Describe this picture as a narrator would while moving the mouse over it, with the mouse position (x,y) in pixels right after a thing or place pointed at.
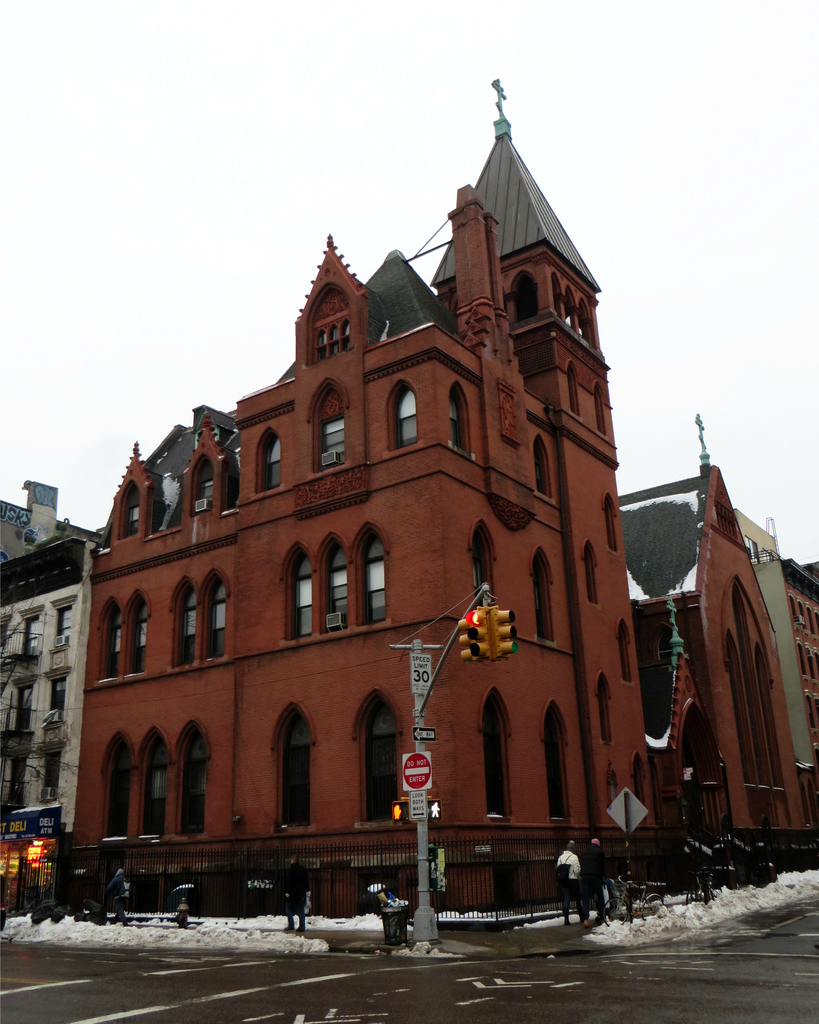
In this image, we can see buildings (486,684) and poles (420,826). At the bottom (328,995), there is road (714,957).
